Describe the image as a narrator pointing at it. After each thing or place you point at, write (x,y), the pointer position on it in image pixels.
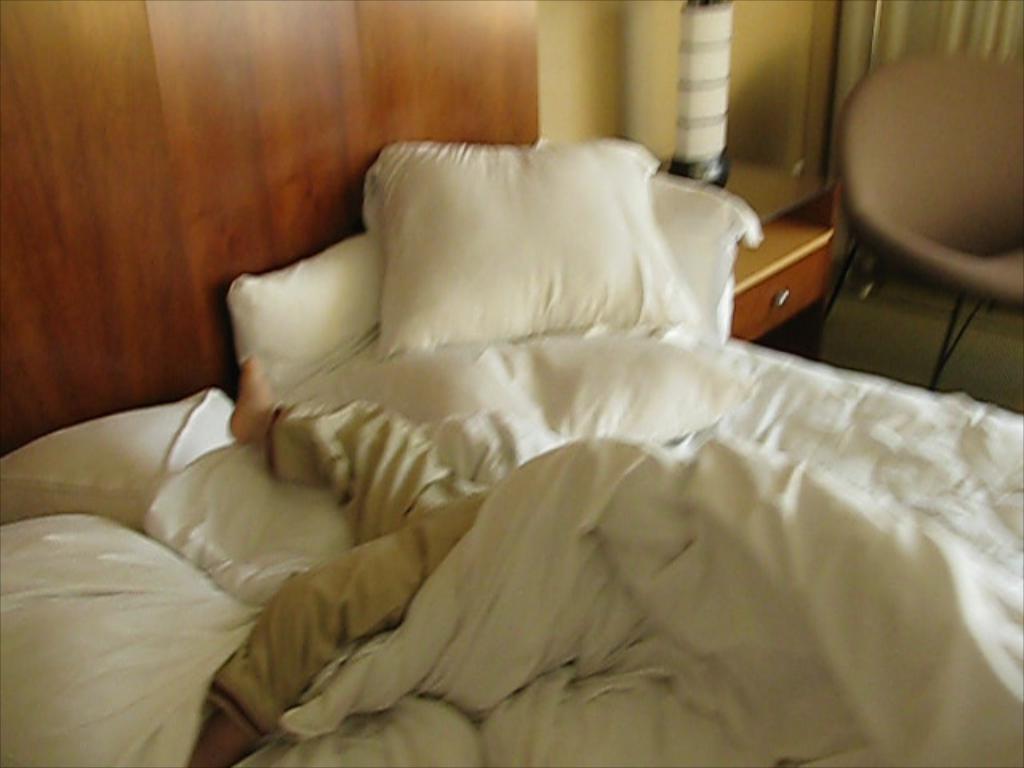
In this image i can see a person (371,516) sleeping in his bed (506,542) and i can see some pillows (462,389) on the bed (364,369). In the background (1009,209) i can see a chair (921,204), a desk (831,242) and a wooden wall (238,139).
